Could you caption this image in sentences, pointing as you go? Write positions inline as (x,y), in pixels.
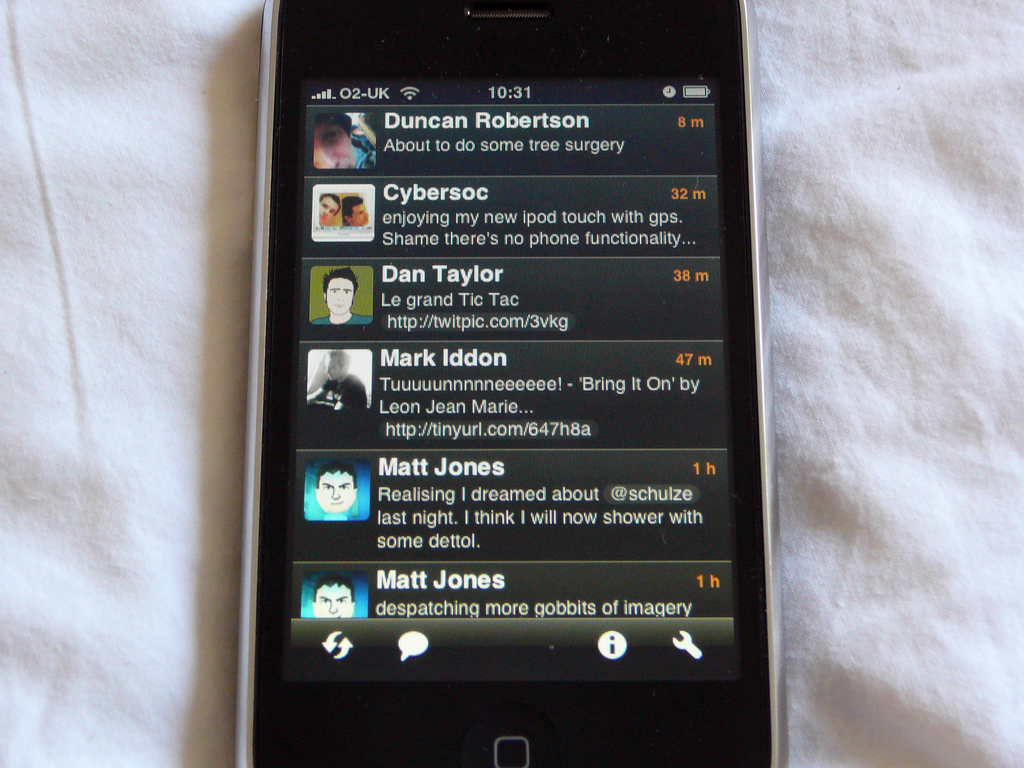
In this image there is a mobile (389,230), may be kept on white color cloth (127,487), on the screen (352,122), I can see a text (436,610), persons images (332,610), symbols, numbers (680,363).
